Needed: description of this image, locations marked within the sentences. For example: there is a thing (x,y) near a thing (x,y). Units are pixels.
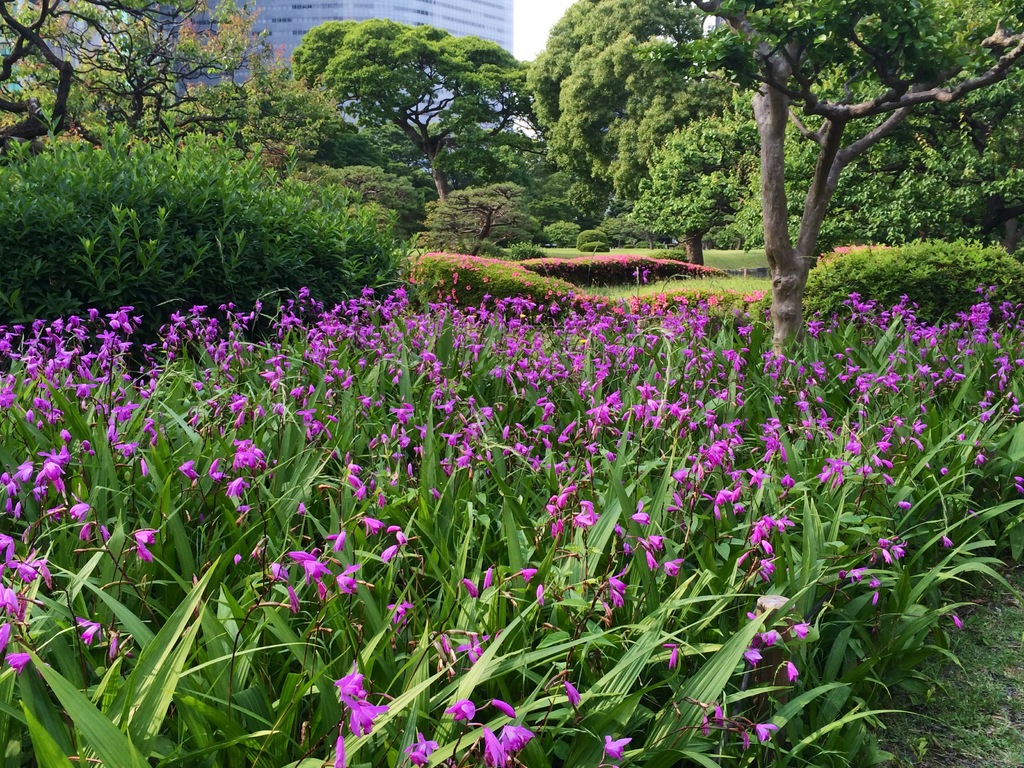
In this picture we can see purple colored flowers (389,556) to the plants (355,523) and behind the plants (398,373) there are trees (361,172), building (511,41) and a sky (528,38).
